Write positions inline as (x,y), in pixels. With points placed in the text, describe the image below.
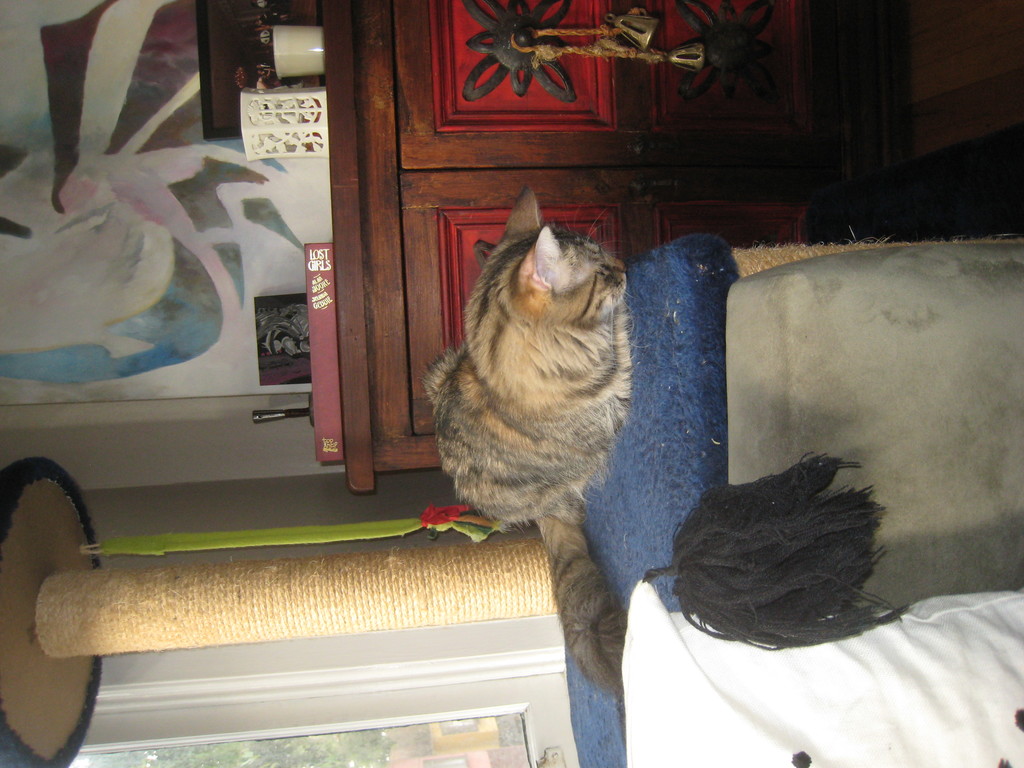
This is the picture of a room (454,480). in this image there is a cat (573,409) sitting on the cat tree (546,607) and there is a pillow (809,652) on the sofa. At the back (242,757) there is window (255,756) and there is a lamp (282,95), book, cup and frames (287,351) on the table (489,161) and there is a painting (119,170) on the wall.
